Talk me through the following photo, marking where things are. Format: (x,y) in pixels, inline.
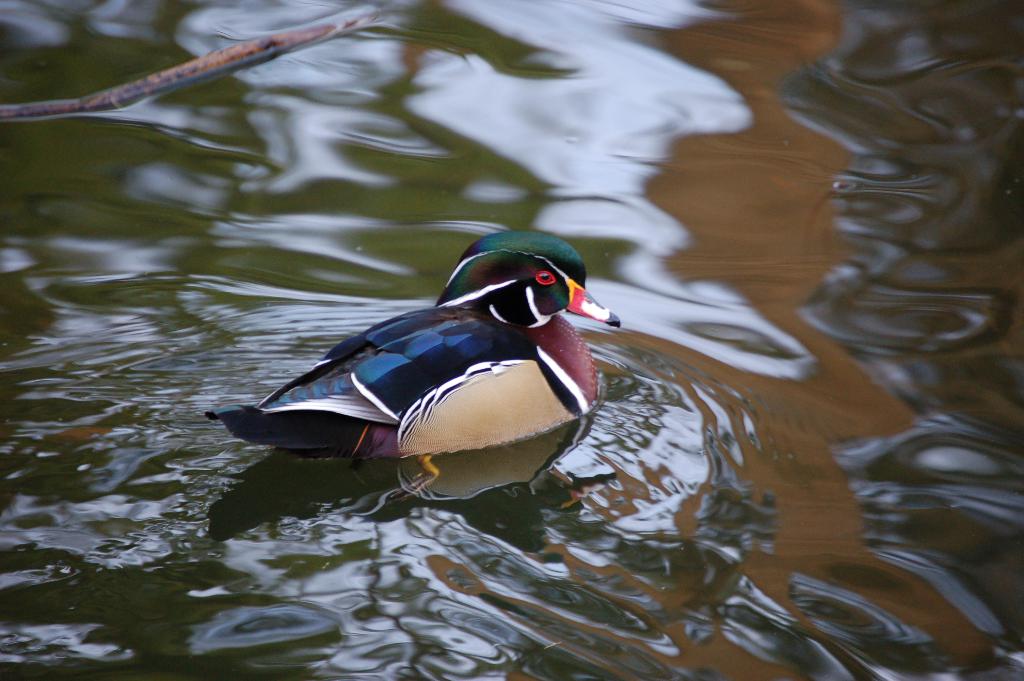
In the middle of the picture (502,345), we see a wood duck (434,380) swimming in the water (570,595). It has a red color beak (589,310). At the top of the picture (3,110), we see a wooden stick (108,91) in the water (212,121).
